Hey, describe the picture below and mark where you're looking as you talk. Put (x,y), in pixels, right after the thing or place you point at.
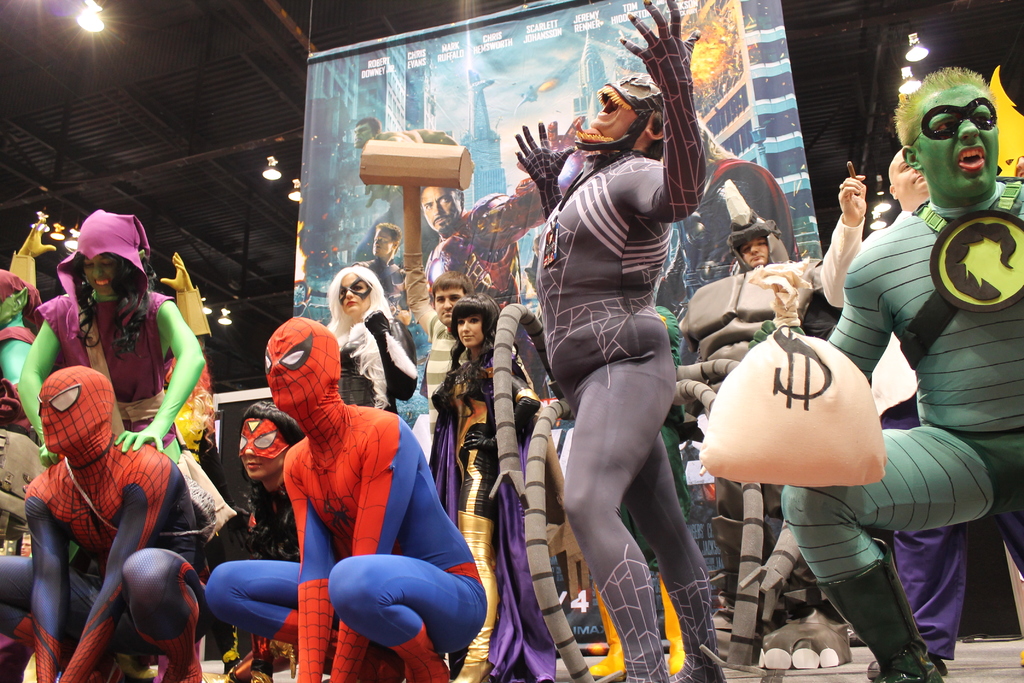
In this picture we can see a few people (584,289) are wearing costumes (363,567) and standing on the floor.
